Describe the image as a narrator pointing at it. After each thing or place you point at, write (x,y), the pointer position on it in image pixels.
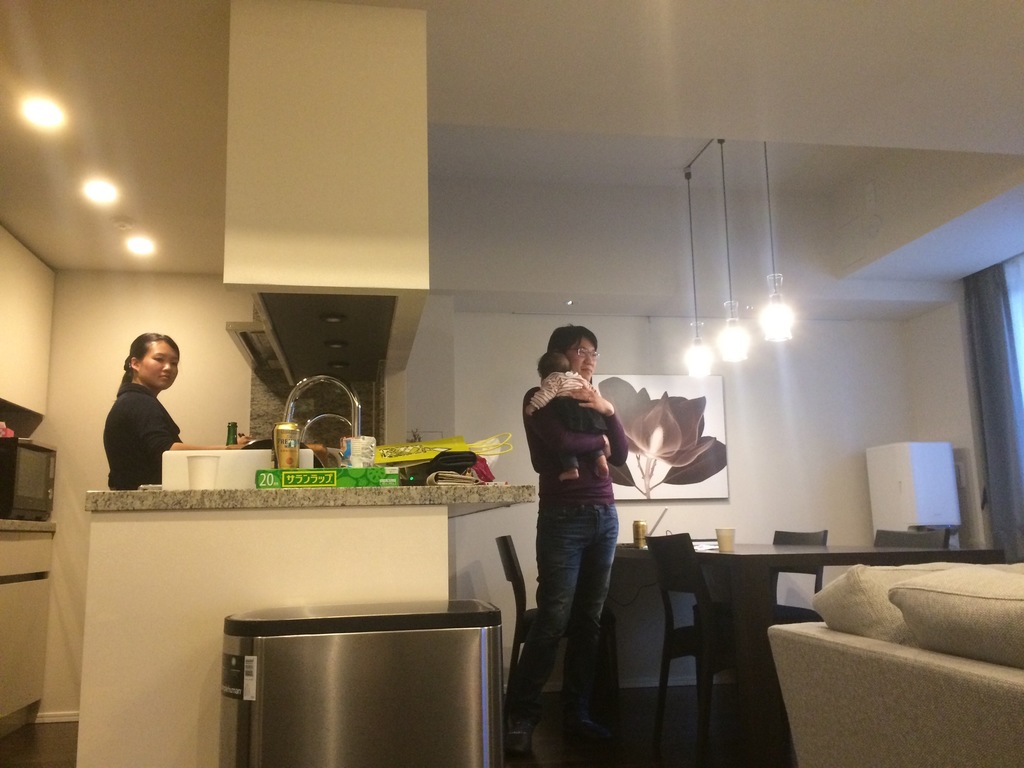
In this picture here is a roof (120,86) and light (94,191), and a woman (172,355) standing. and at back (29,468) there is a microwave oven (50,486), and beneath here is the floor (35,729) and person (563,337) standing holding a child (571,404) in his hand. here is the table (764,549) with glass (729,537) on it. and chairs (781,612) and pillows (883,599), curtains (976,333) here is the photo frame (635,419) on the wall (745,440).
